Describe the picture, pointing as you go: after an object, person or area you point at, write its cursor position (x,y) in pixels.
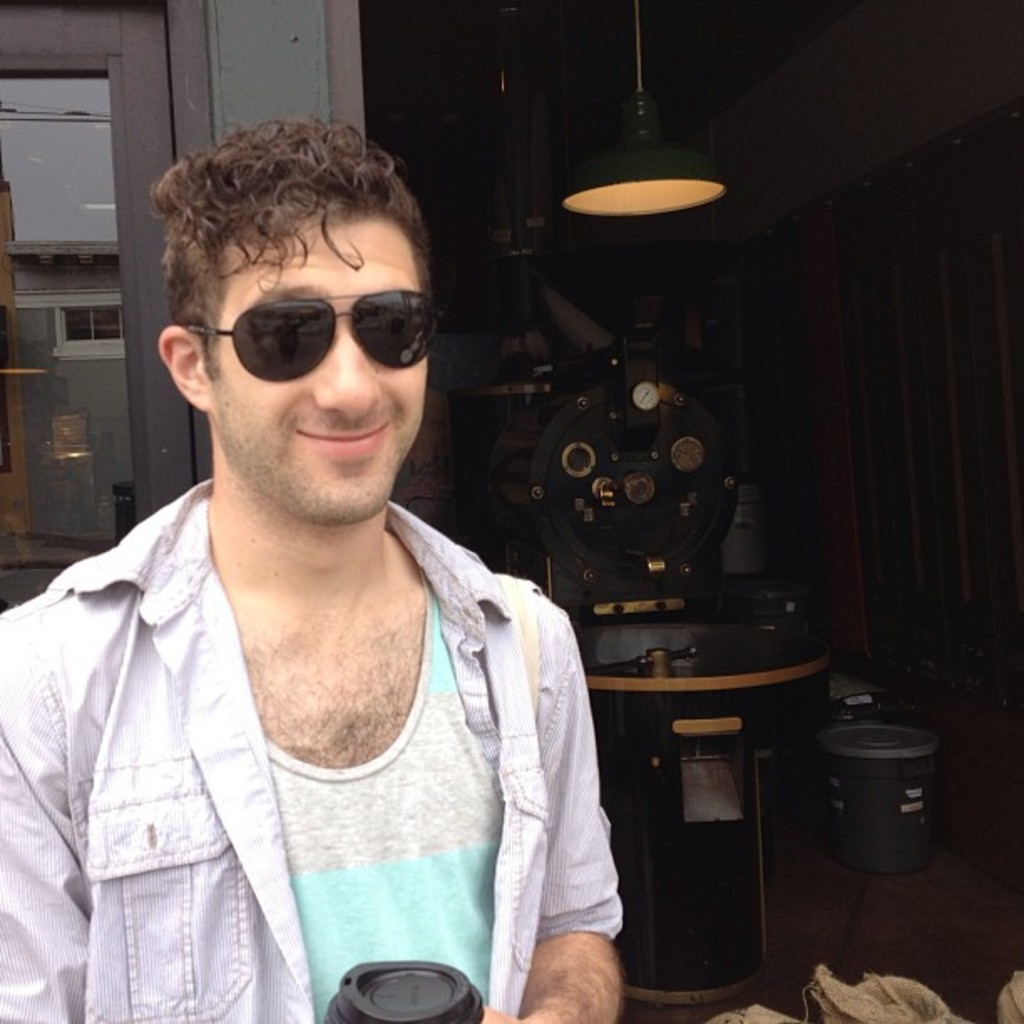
In this image there is a person (310,993) standing and smiling by holding a cup (422,964), and in the background (579,466) there is a machine (592,472), lamp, door (29,76) of a building (124,348), there is a reflection (70,88) of another building (6,225) and sky (86,199).
